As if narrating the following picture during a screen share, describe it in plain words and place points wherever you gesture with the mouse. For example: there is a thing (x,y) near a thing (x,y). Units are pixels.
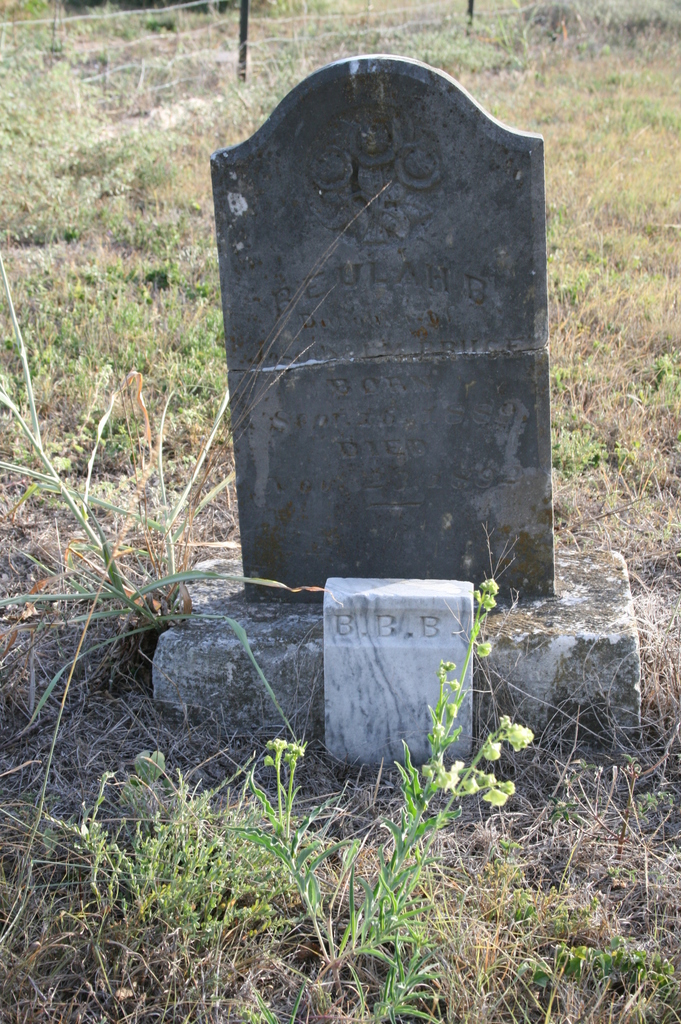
In the image we can see a headstone (342,726). Behind the headstone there is grass (33,126) and fencing (106,15).
